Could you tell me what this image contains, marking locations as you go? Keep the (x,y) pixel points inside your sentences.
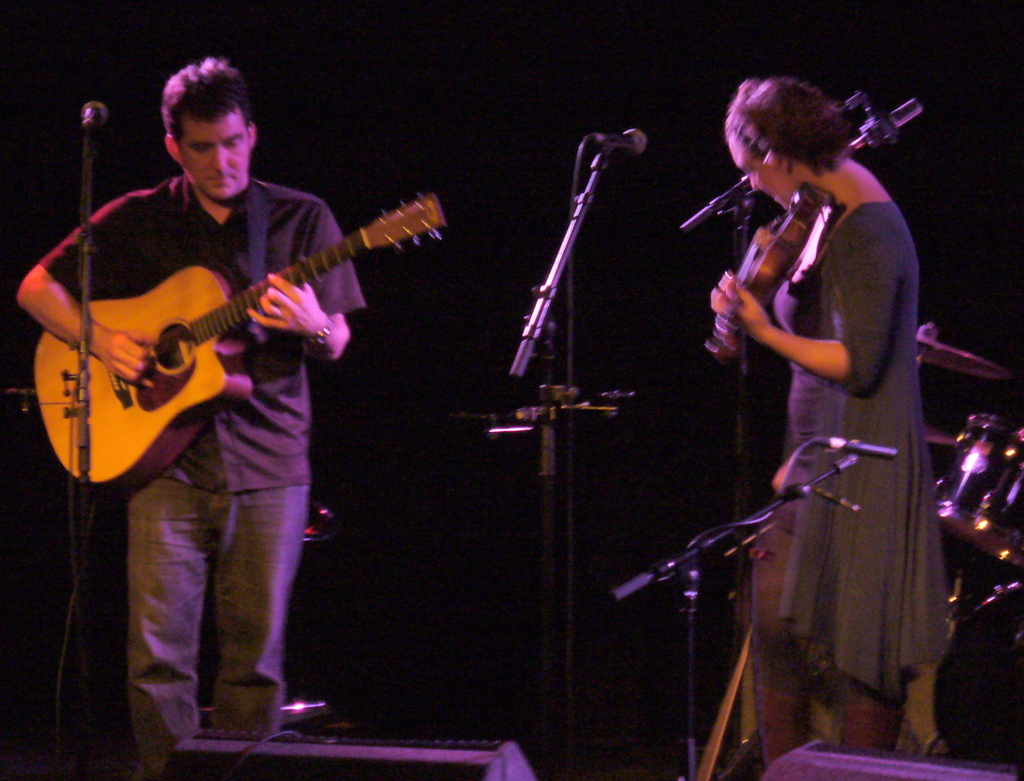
In this picture we can see two persons (162,699) standing on the floor (103,773). They are playing guitar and violin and these are the mikes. Here we can see some musical instruments (1018,674).
